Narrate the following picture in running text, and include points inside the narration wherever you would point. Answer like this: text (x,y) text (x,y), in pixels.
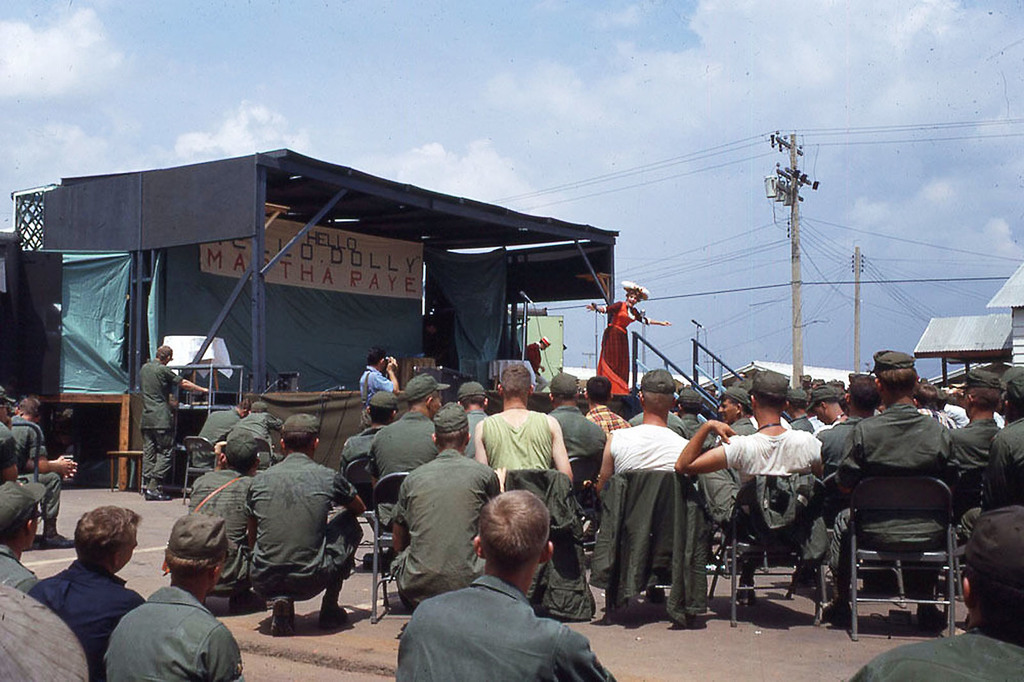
In the image there are many men (470,522) in green shirts (470,535) sitting on chairs (890,511), on the left side (74,343) there is a stage (104,273) with a woman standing and posing with arms (650,319) outstretched, in the back (801,343) there are electric poles (781,141) and above is sky (461,52) with clouds (73,73).
